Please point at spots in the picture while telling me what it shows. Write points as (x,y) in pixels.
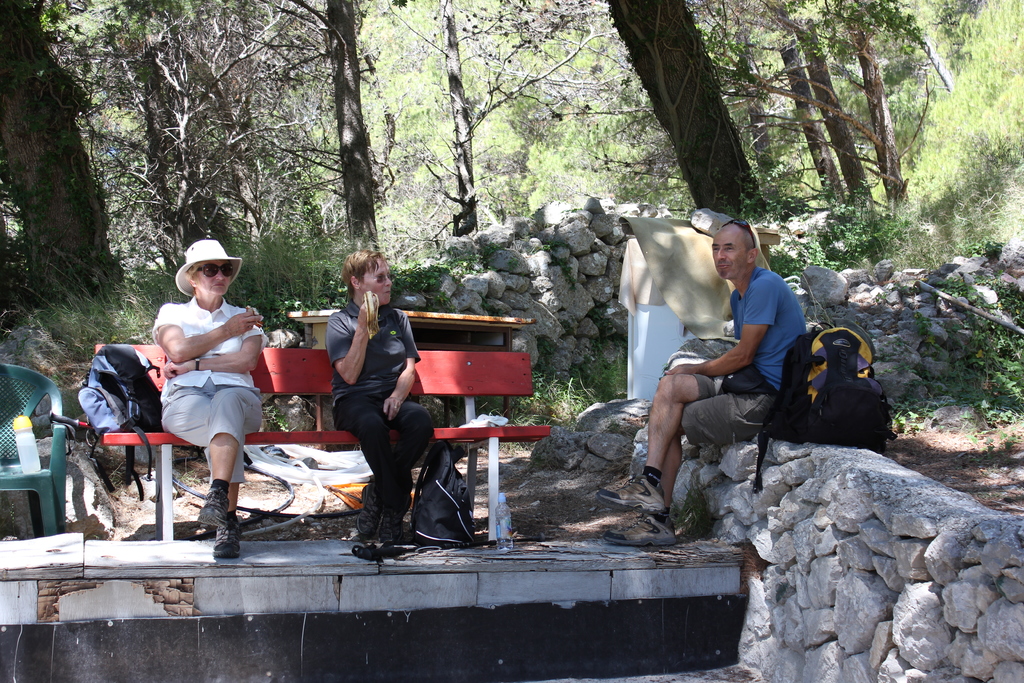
In this image, we can see two persons (387,352) wearing clothes (220,421) and sitting on the bench (305,436). There is a bottle (24,436) on the chair (16,469) which is on the left side of the image (8,489). There is a bag (132,385) on the bench (155,438). There is an another bag (432,514) under the bench (459,382). There is a person (743,340) sitting on the rock wall (773,481) beside the bag (841,371). There is a bottle (509,514) in front of the bench (509,366). In the background of the image (625,136), there are some trees (224,109).
